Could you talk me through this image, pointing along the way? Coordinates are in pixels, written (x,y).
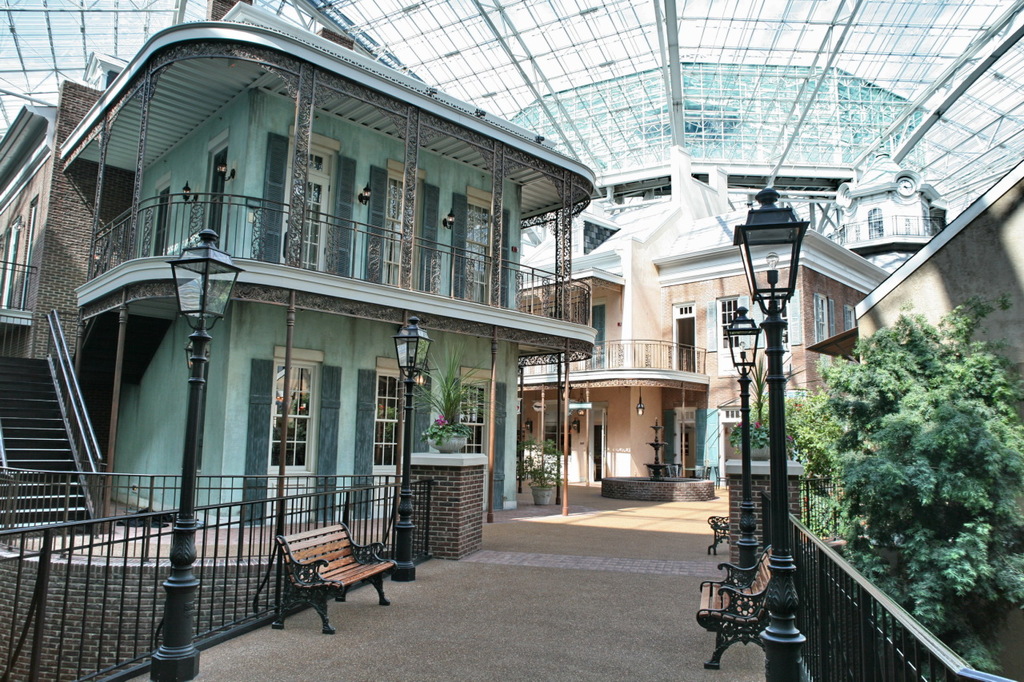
In this picture we can see benches (287,596), poles (401,532) on the ground (526,520), fence (880,592), house plants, trees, fountain (632,480), steps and in the background (126,409) we can see buildings (363,171) with windows (820,314) and doors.
